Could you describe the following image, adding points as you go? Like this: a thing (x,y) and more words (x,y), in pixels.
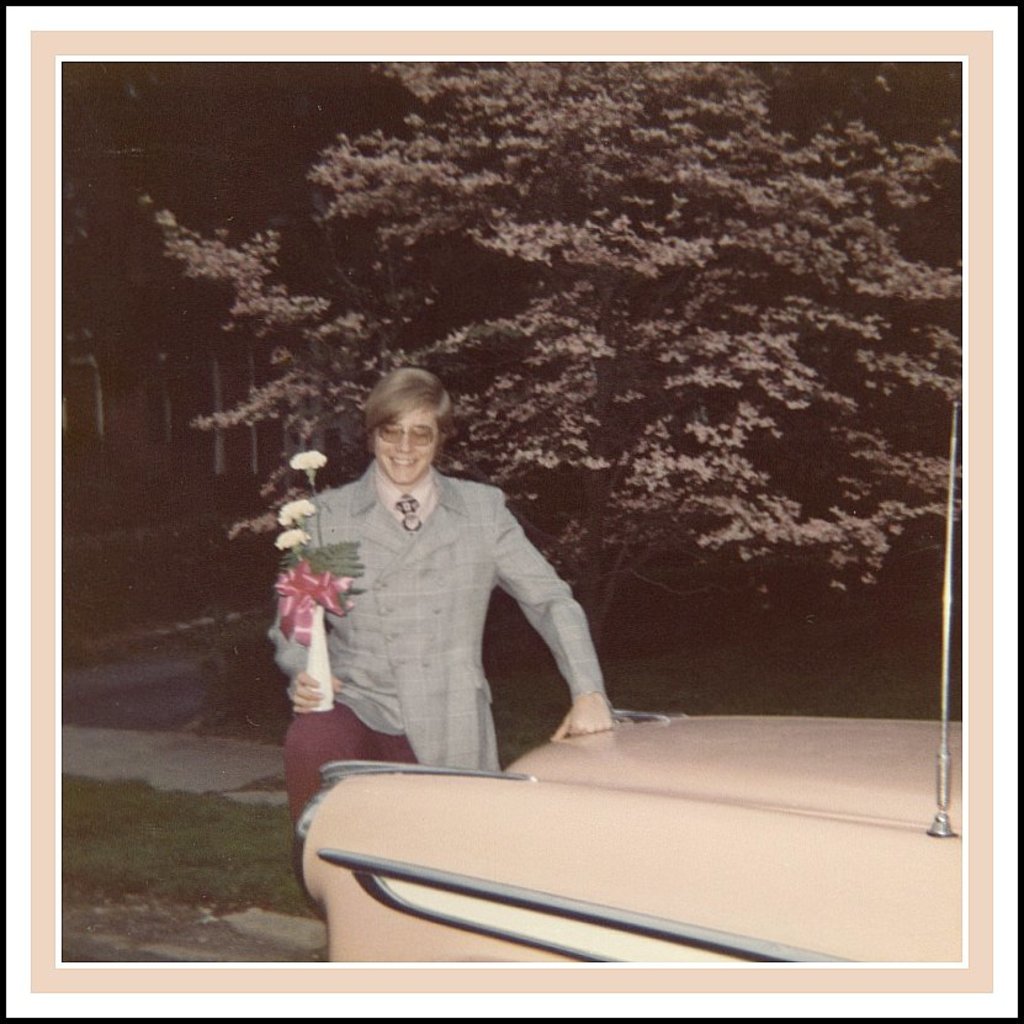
In this image I can see an old photograph (492,542) in which I can see a person (373,547) holding a flower vase (303,512). I can see a car (679,845) which is cream in color and in the background (663,436) I can see few trees (668,404).
